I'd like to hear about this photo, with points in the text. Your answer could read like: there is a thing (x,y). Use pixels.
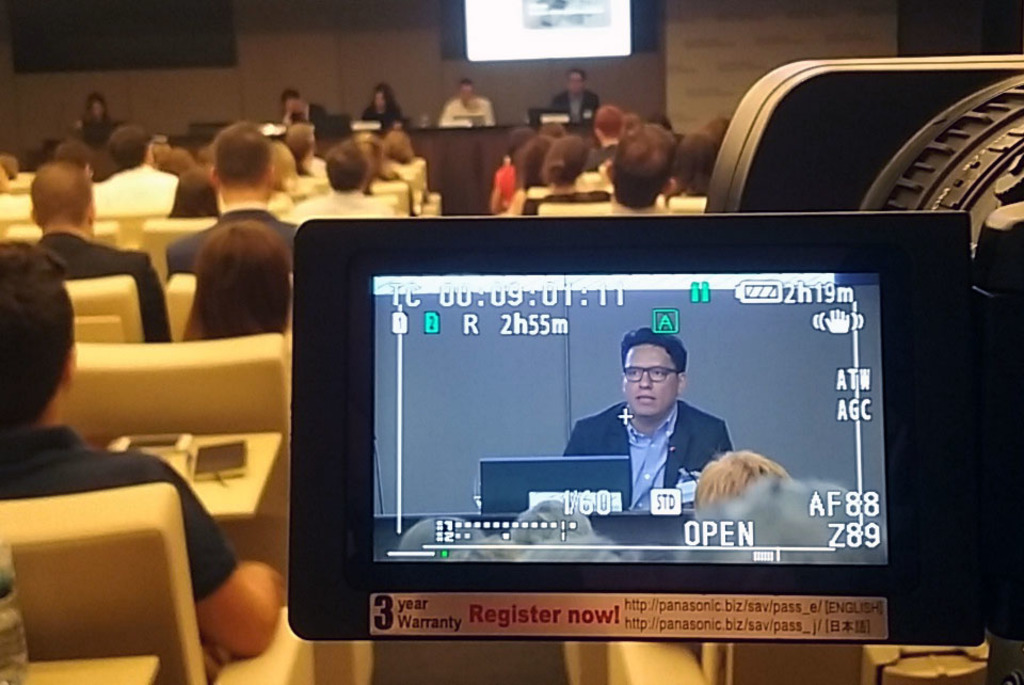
In this image we can see a person (639,410) on the display screen (491,298), persons (12,460) sitting on the chairs (185,328) and walls (208,77).
